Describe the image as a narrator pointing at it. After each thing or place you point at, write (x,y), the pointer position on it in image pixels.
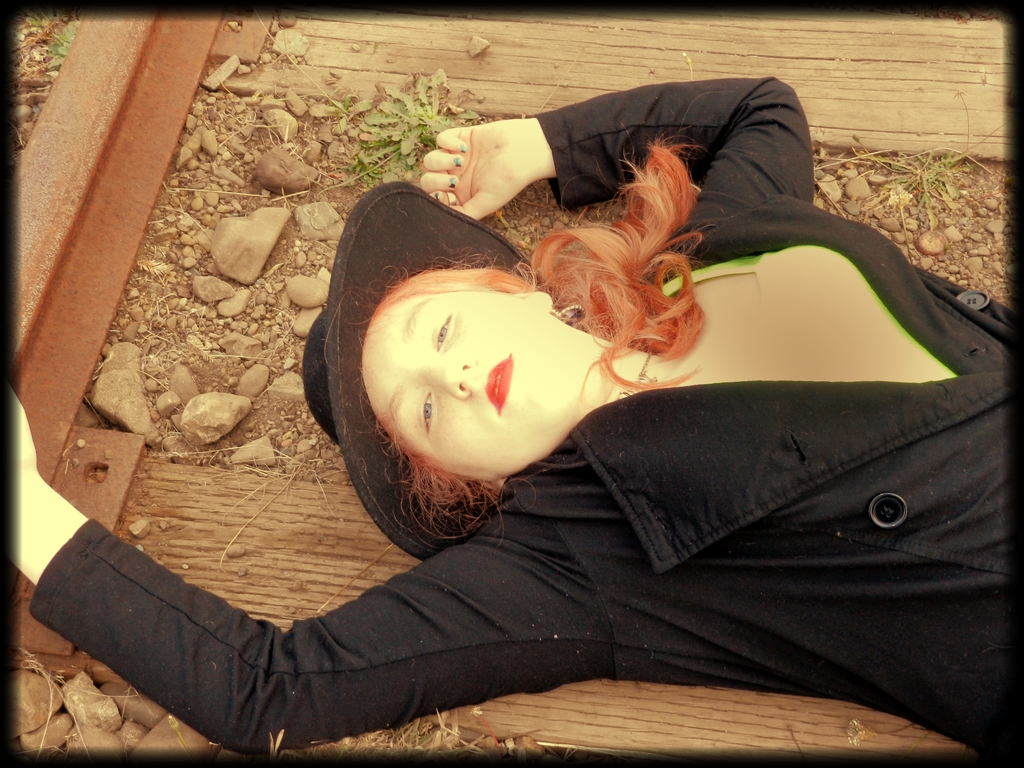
In this picture we can see a woman (476,406), metal object (84,245), wooden planks (617,64), leaves (449,104), stones (221,278) on the ground (200,246).
